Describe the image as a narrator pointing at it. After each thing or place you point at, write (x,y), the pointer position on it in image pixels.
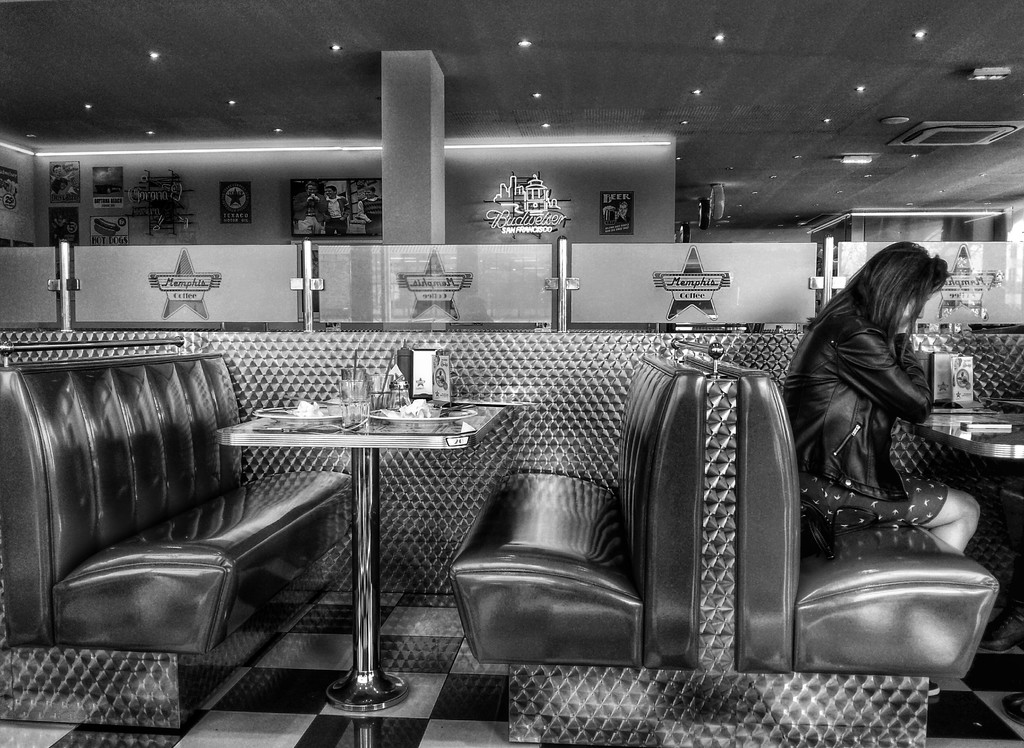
The image is taken in the restaurant (578,499). On the right (877,437) there is a lady (865,471) sitting. In the center (390,438) there is a table (402,429). On the table (370,435) there are glasses (356,410), plates (289,411) and food (305,403). At the top (915,212) there are lights (697,92).
